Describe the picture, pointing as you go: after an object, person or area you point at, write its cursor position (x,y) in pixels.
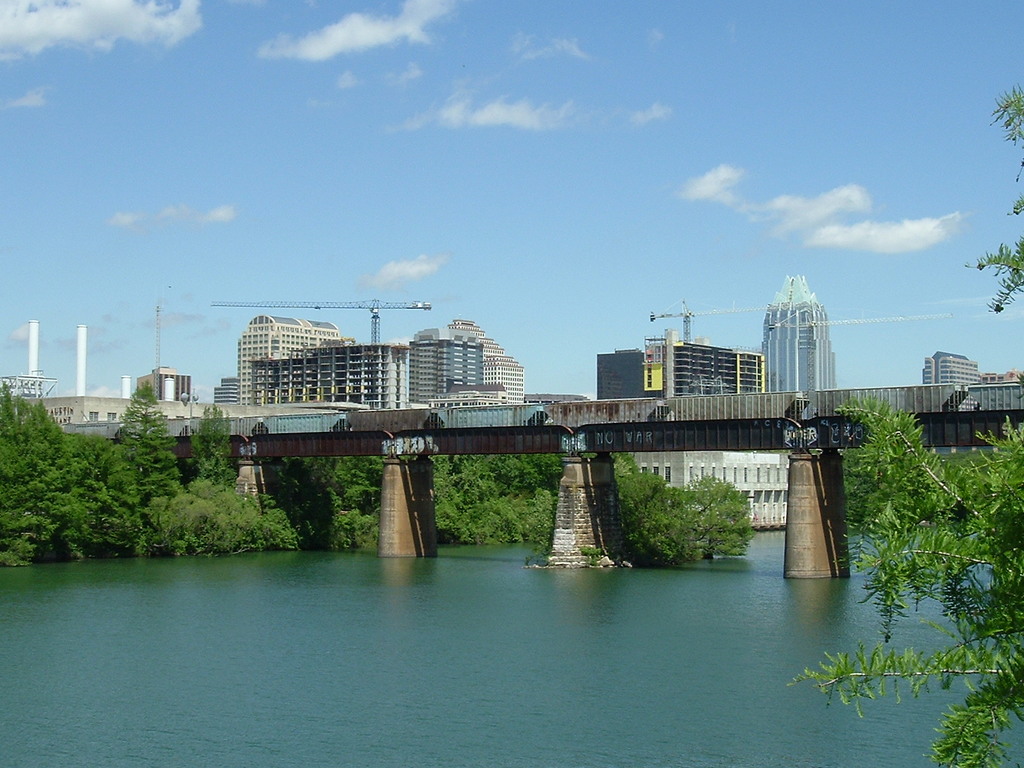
In this picture there is a bridge (583,530) and there are few trees (323,516) and water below the bridge (407,512) and there are buildings (449,388) and cranes (267,307) in the background (333,327).
